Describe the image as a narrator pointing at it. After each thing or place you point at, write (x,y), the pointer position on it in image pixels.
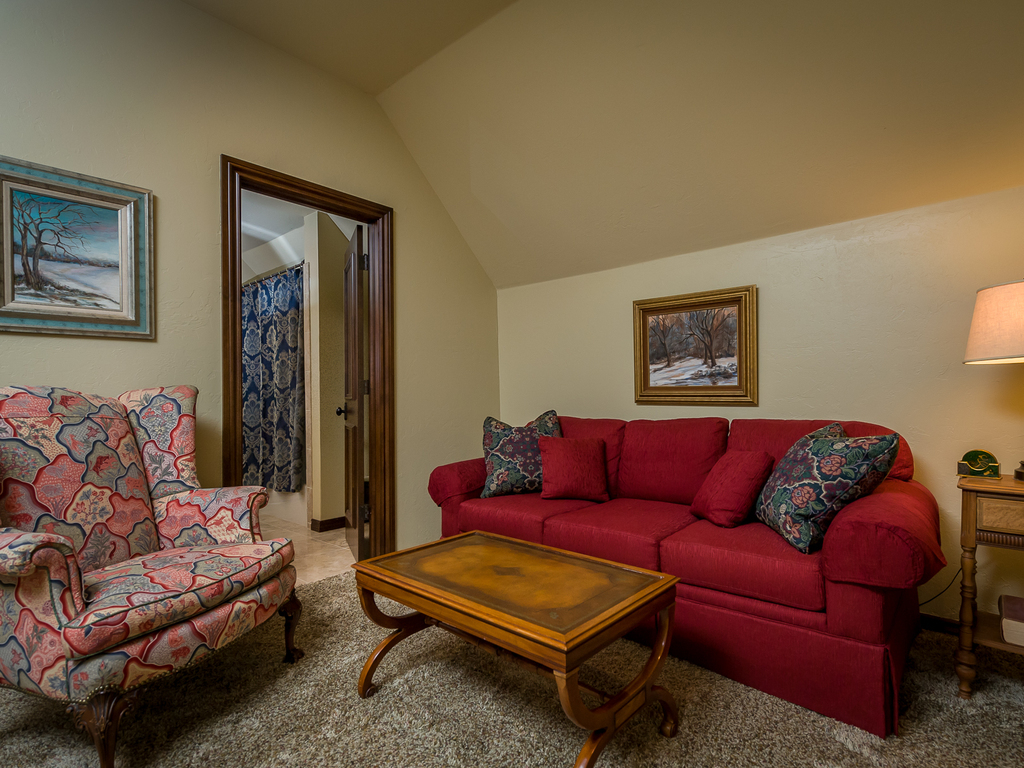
In this image i can see a table (540,558), two couches (582,520), four pillows (528,459), a lamp (1019,330) on the table (1013,485), a frame (673,309) attached to a wall (437,338), at the back ground (355,333) i can see a door (354,313) and a curtain (254,325).
